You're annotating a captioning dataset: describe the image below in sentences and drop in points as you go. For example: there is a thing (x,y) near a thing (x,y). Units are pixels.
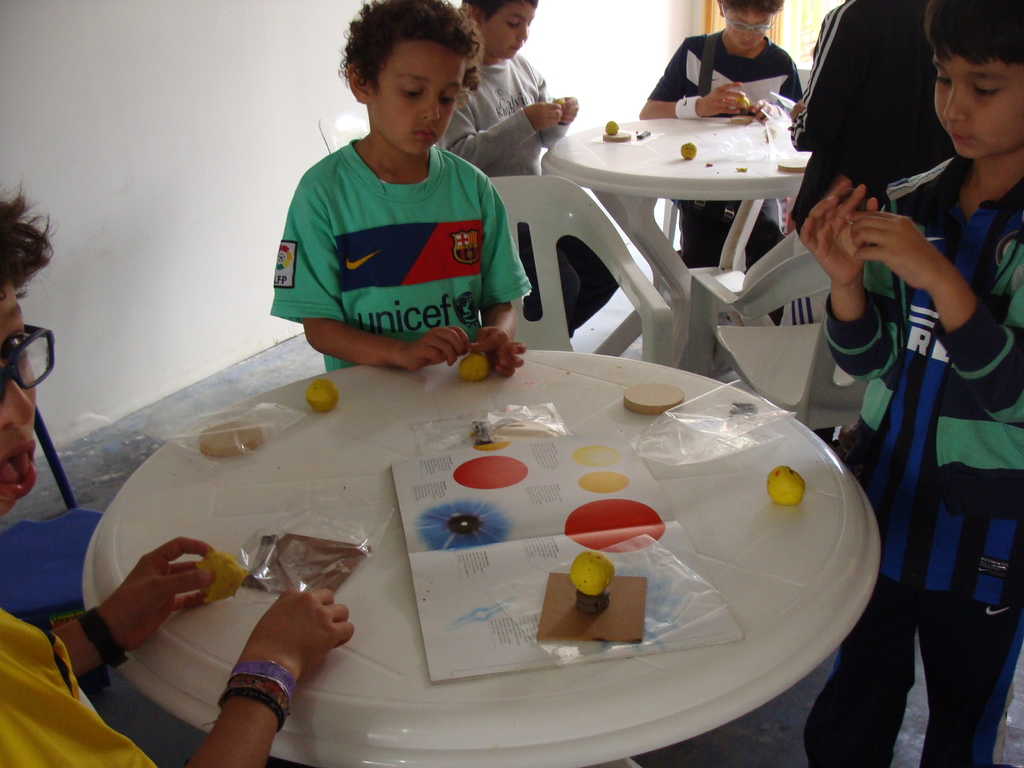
There are children (506,125) standing around tables (538,378). And there are many chairs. On the table (354,497) there are some items (538,534) papers (627,520), books (610,505). In the background (268,132) there is a wall (156,141).
